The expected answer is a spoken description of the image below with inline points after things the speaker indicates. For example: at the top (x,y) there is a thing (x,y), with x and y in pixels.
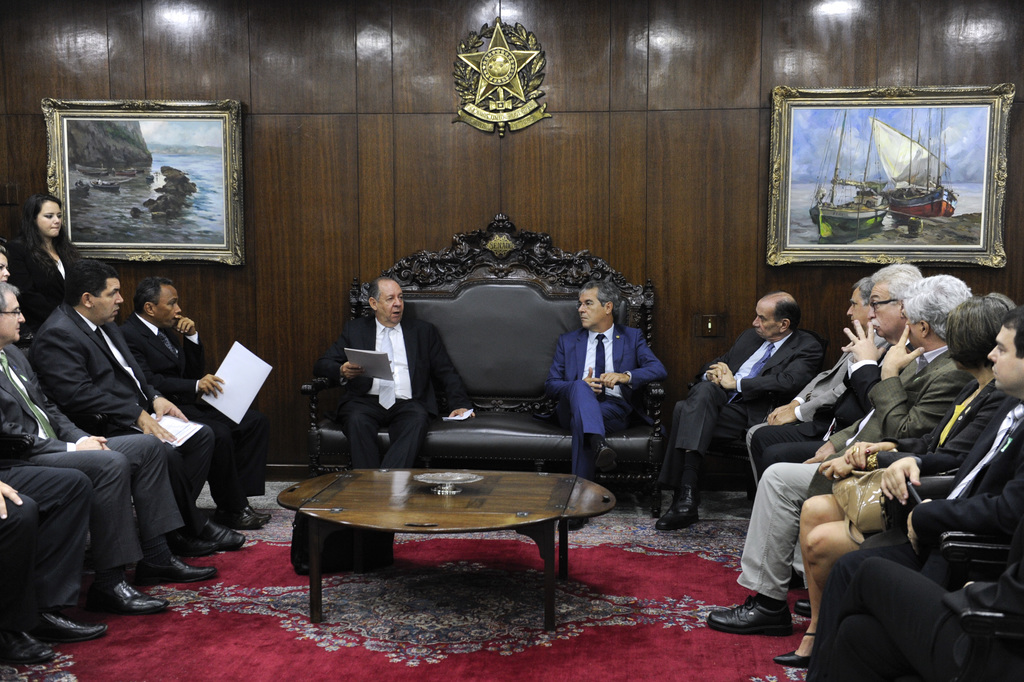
There is a room (715,353). There is a group of people (775,440). They are sitting on a sofa (532,452) and chairs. On the left side (41,243) we have a woman (36,231). She is standing. Some persons (415,426) are holding a papers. There is a table (520,516). There is a bowl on a table (533,490). We can see in background (368,202) photo frame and wall (517,139).
